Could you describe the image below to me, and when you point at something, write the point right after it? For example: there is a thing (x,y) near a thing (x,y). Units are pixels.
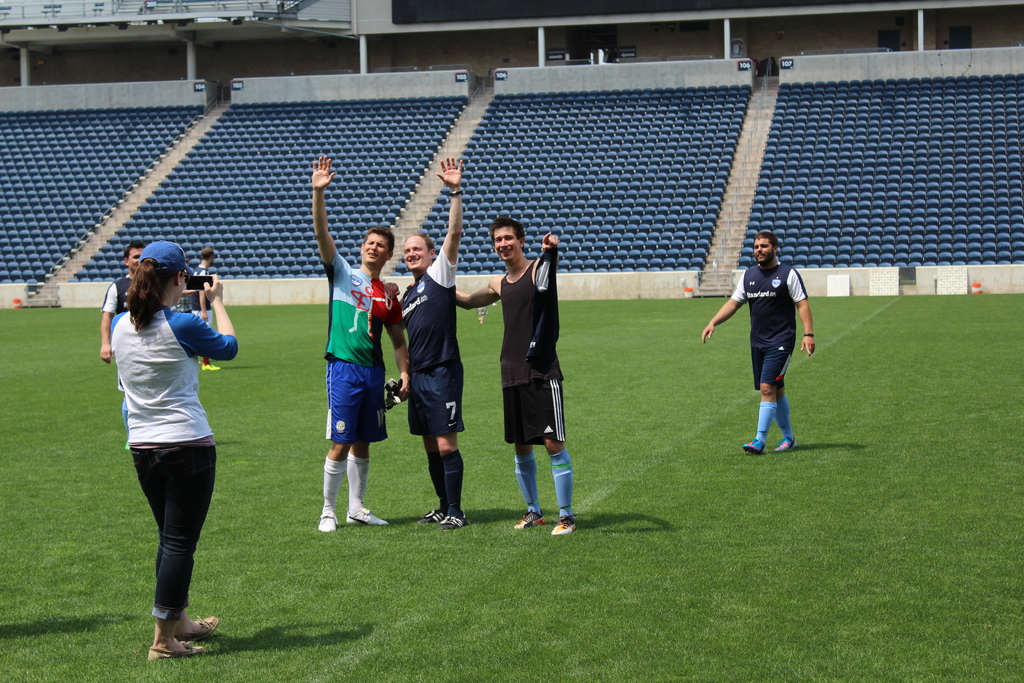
In this image there is a stadium (418,60), there are persons (428,363) standing, there are persons (226,337) holding objects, there is a person (765,252) walking, there is grass (614,577), there are chairs (567,203), there are pillars (364,64), there is wall (454,29) truncated towards the top of the image (962,22), there are boards (782,64), there is text (747,67) on the boards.
